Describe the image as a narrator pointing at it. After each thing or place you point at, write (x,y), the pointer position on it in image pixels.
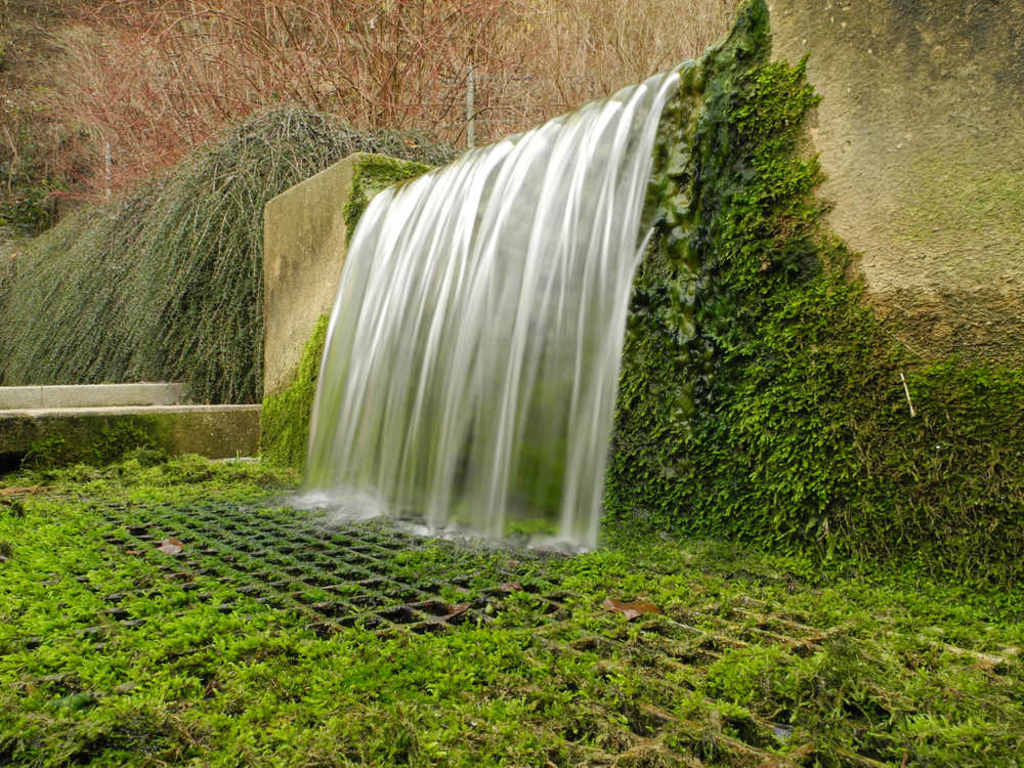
This image is taken outdoors. At the bottom of the image (698,682) there is a mesh (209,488) and there's grass (140,469) on it. In the background (900,45) there is a rock (947,165). There are a few plants (235,238). In the middle of the image (365,305) there is a waterfall (485,288) and there is a wall (315,265). There is an algae (726,357).
